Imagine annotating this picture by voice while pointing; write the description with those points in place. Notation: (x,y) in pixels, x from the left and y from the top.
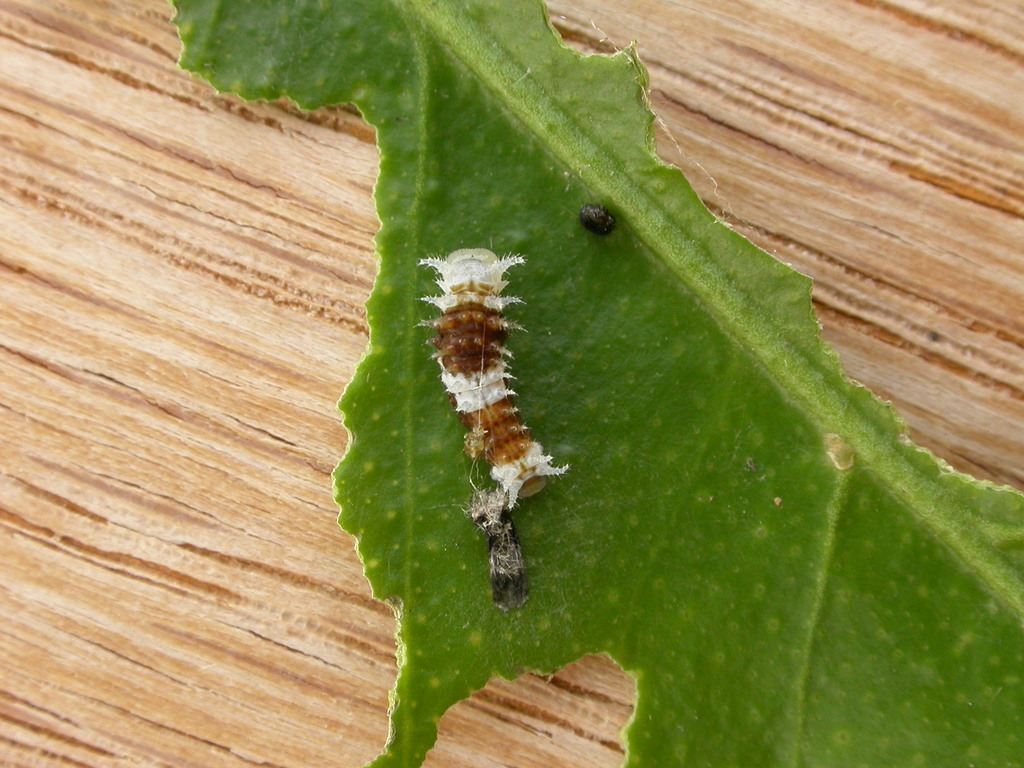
As we can see in the image there is a table (68,93). On table (52,552) there is leaf (681,324). On leaf (611,354) there is caterpillar (468,411).
